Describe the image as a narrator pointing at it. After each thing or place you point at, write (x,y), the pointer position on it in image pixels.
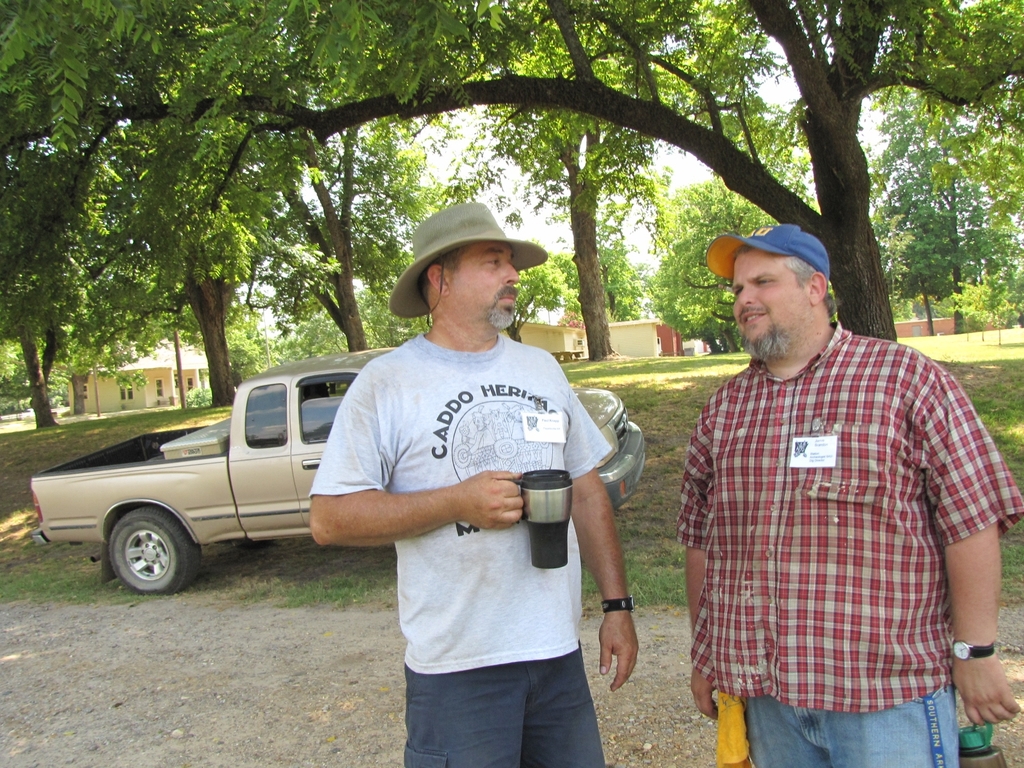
In the picture I can see two men (706,588) are standing and holding objects (560,558) in hands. These men (713,450) are wearing caps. In the background (306,412) I can see the sky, grass (660,407), a vehicle (300,482), houses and some other objects (377,340).
